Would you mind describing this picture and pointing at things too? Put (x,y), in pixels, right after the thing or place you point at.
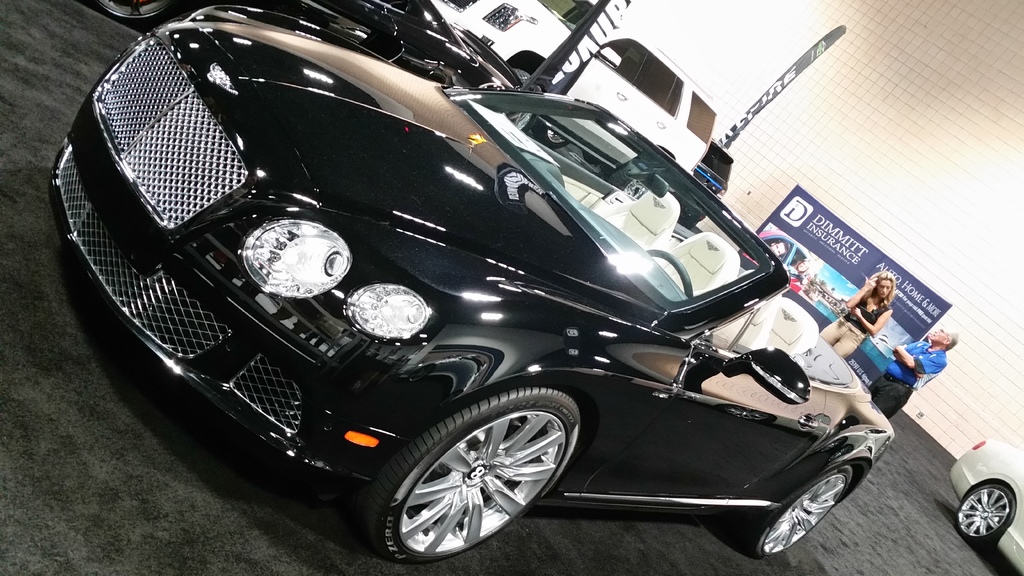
In this picture we can see a few vehicles (837,382). There is a man (885,405) and a woman (854,344) standing. We can see a poster (783,228) and a wall (793,171) in the background (793,171).
